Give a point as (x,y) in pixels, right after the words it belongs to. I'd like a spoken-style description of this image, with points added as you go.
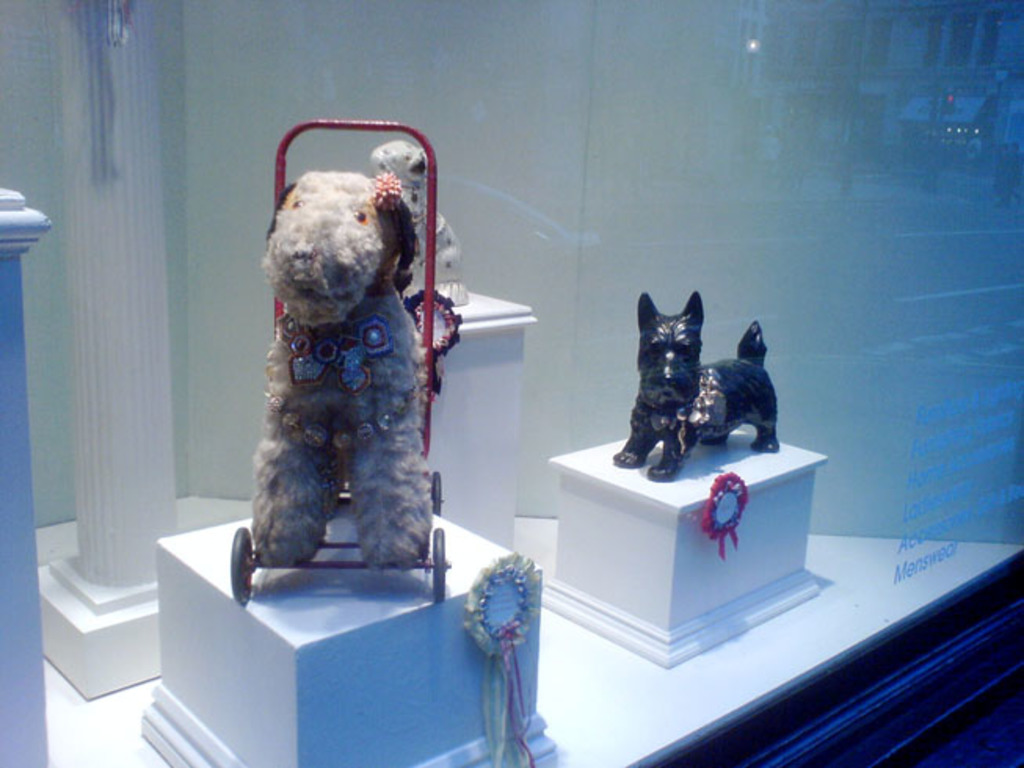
At the bottom of the image (89,742) we can see a table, above the table (888,628) we can see some objects (282,144), sculptures (363,178) and pillar (115,398). Behind them there is wall (245,73).
